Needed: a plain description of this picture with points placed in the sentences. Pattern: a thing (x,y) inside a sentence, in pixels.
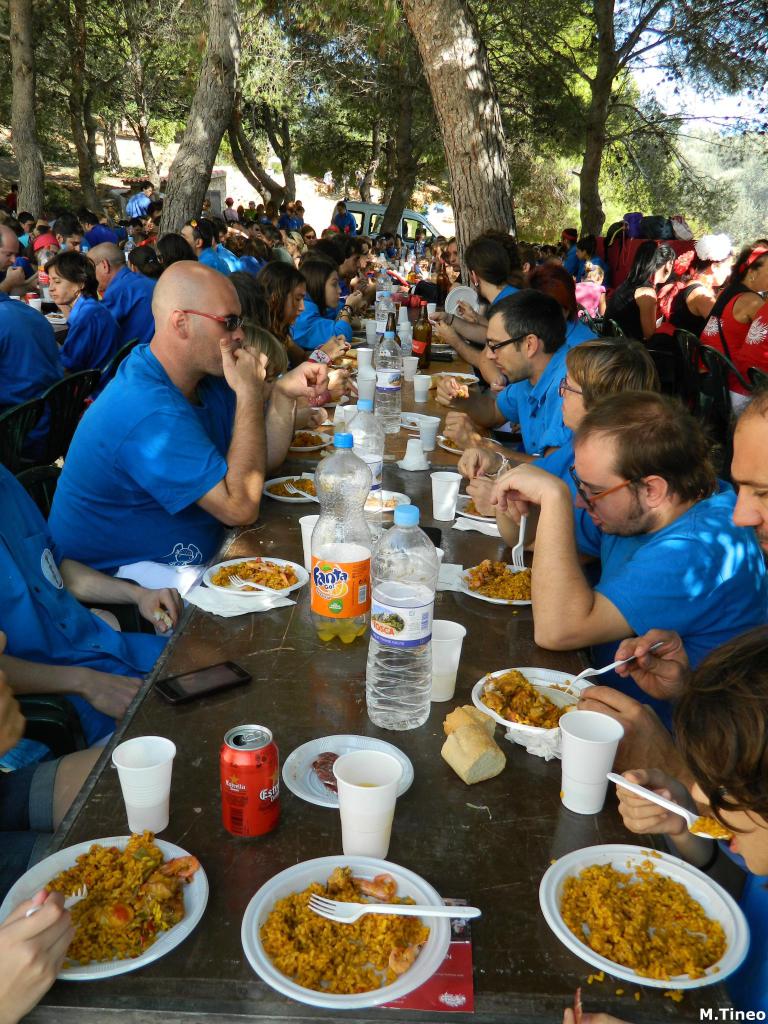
In this picture there are many people (218,250) sitting in front of a tables (291,544) and eating. Most of them were in blue color t-shirts (178,403). On the table (284,551), there is a food (92,886) in the plates (108,889), glasses (134,789), beer tin (230,767), Water bottles (377,613) here. In the background (355,104), there are some trees (340,101) and we can observe sky (673,101) and clouds (704,99) here.
